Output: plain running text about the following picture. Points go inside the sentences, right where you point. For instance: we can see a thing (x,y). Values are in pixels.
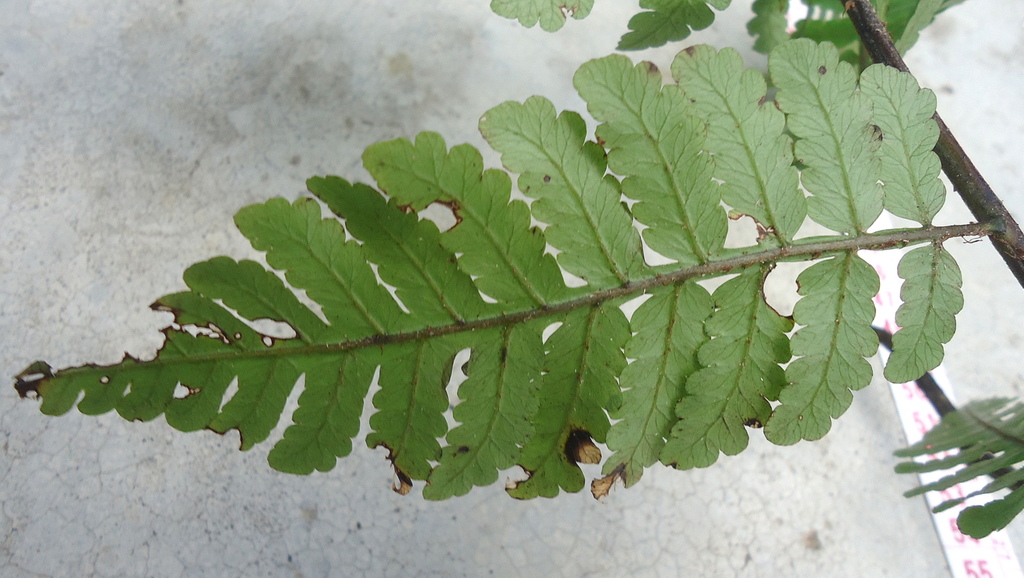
In the picture we can see leaves (838,313) and stem (984,208).
